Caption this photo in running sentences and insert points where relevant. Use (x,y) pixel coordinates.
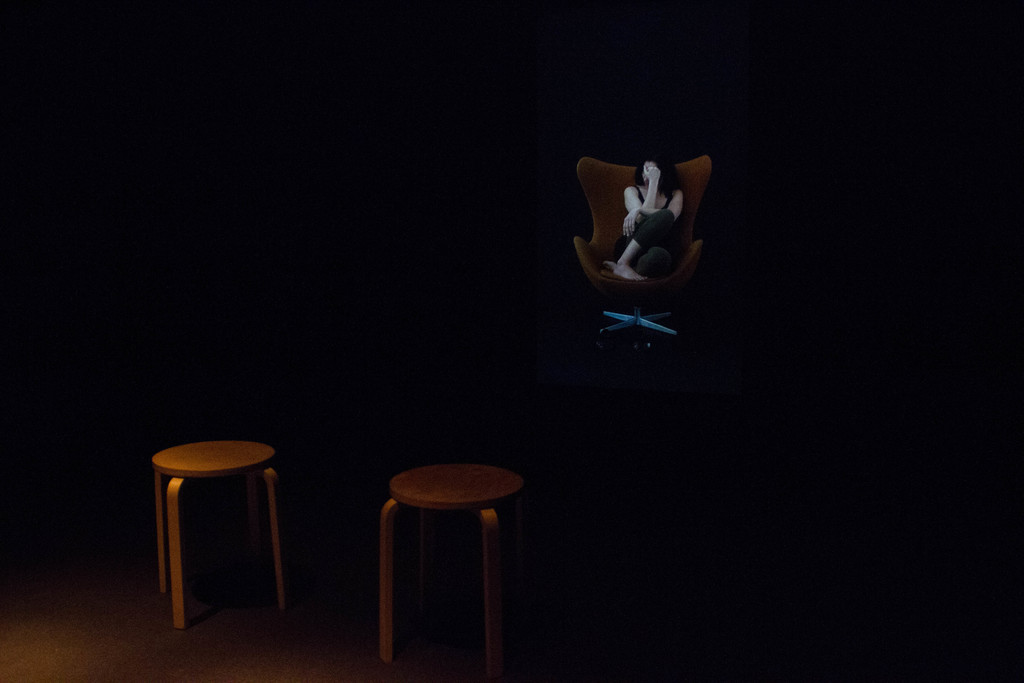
In this image, in the middle (671,242), we can see a woman (673,226) sitting on the chair (678,255). In the middle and on the left side (204,474), we can see two tables (496,550). In the background (355,227), we can see black color.
